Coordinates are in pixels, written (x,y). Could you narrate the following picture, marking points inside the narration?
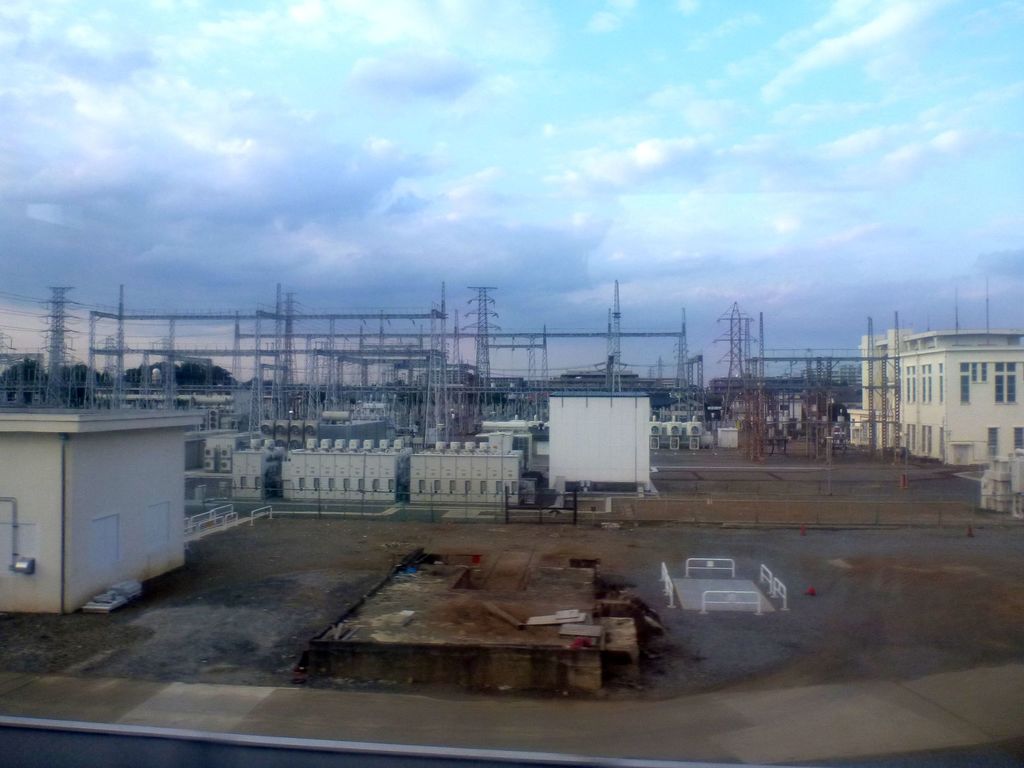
In this picture we can see a building (892,414), poles (157,354), towers (737,407), and devices (482,482). In the background (534,10) there is sky (618,141) with clouds (648,236).
